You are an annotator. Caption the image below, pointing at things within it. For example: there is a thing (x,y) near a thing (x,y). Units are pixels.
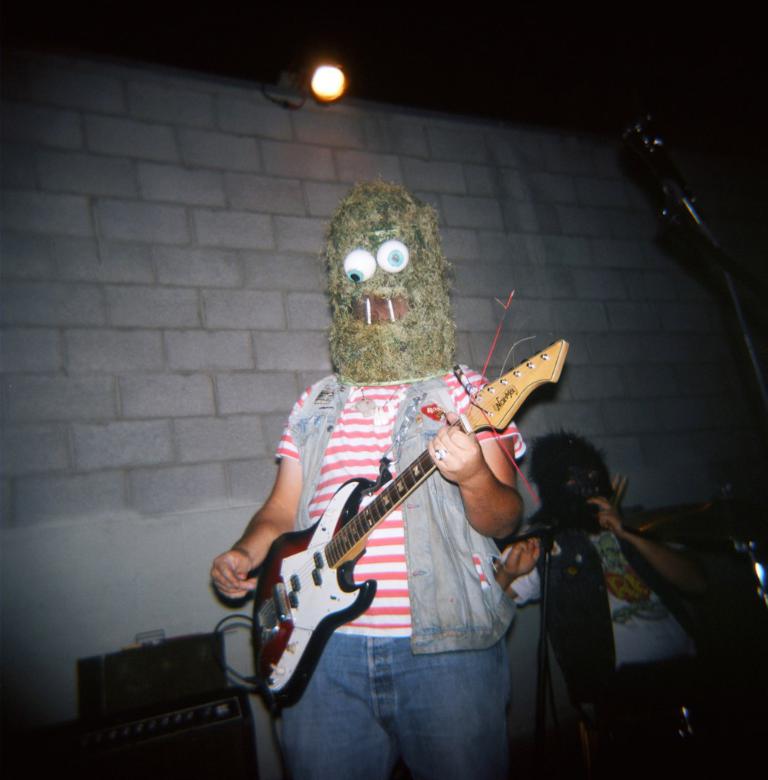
In this image I can see a person (400,472) is standing and holding a guitar (346,488), I can also see he is wearing mask (386,274). In the background (630,592) I can see one more person (588,510) and a light (333,66).
